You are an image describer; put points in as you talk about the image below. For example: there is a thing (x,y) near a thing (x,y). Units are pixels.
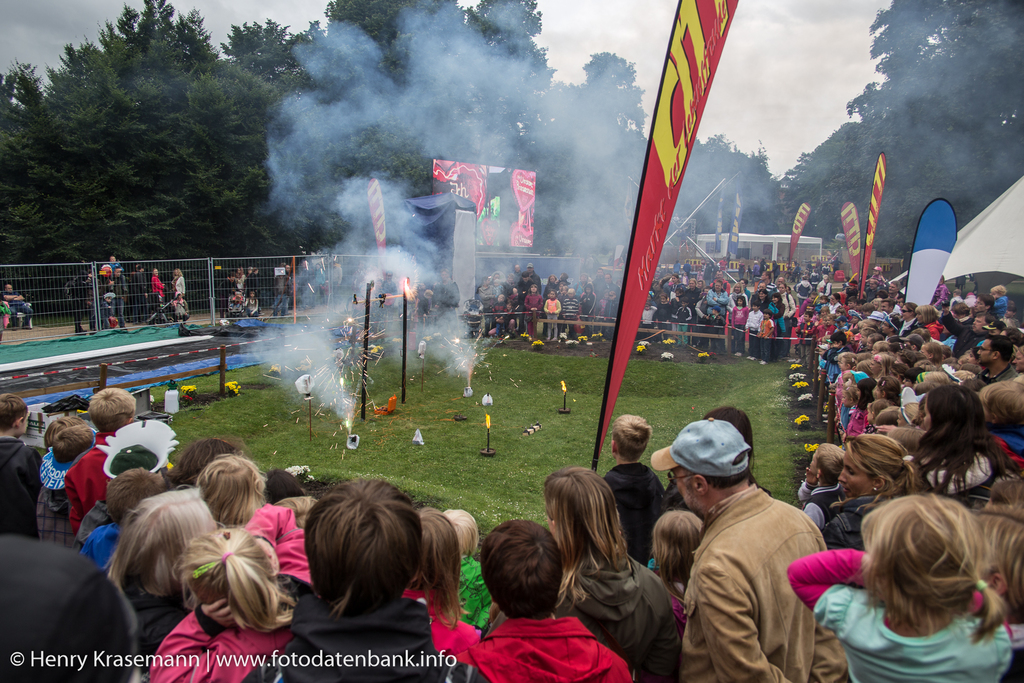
In this image I can see number of persons (202,557) are standing on the ground (531,443), few flags (916,287) which are red, yellow, white and blue in color, few poles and few fire works (347,326). I can see the metal fencing (329,291), few trees (531,113), a tent (971,233) and the sky (787,73) in the background (729,81).
